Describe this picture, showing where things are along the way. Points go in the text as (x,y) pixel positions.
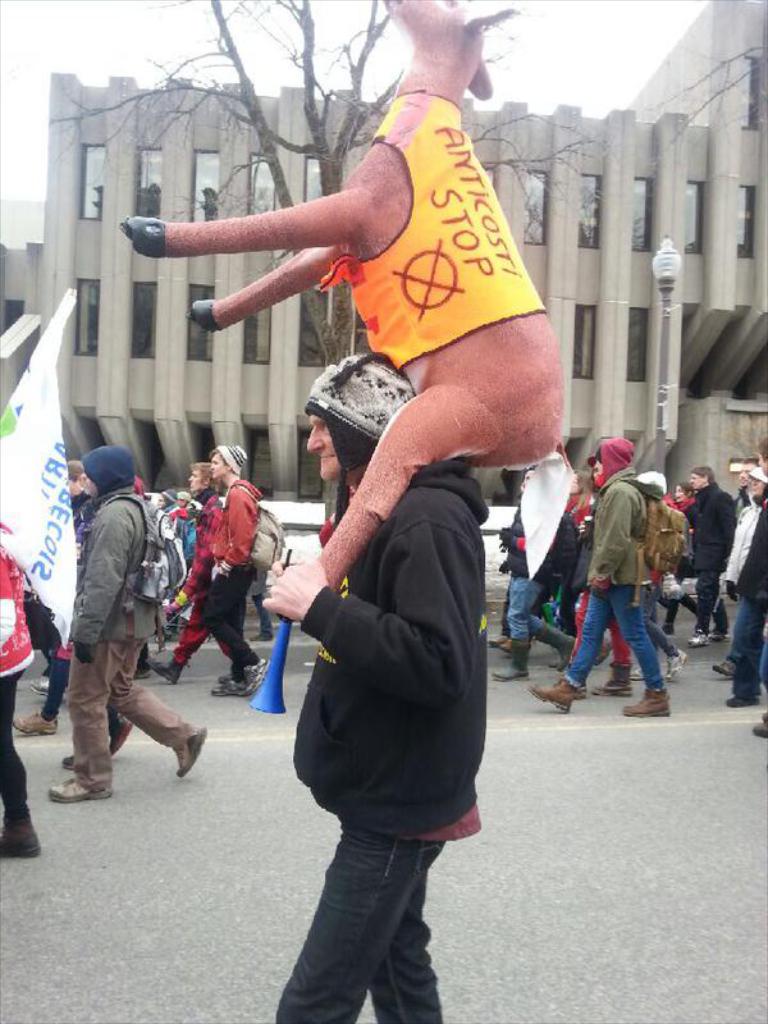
This is an outside view. Here I can see a man (381,672) wearing a jacket (384,694), carrying a toy animal (432,302) on the shoulders (436,471) and walking on the road (139,1006) towards the left side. In the background (116,598) also many people (124,574) are walking on the road (538,744) towards the left side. In the background (634,324) there is a building (606,122). At the top of the image (613,56) I can see the sky (585,61).
